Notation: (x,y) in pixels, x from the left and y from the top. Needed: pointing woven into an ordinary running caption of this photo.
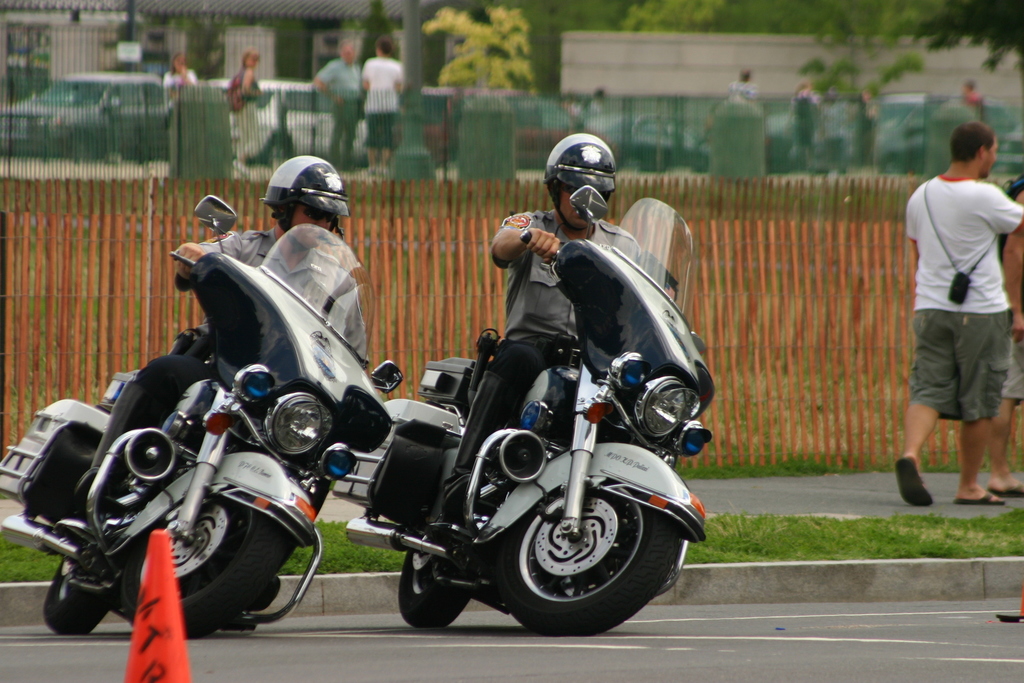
In this image i can see two man (525,353) riding bike (319,416) on the road (399,653), at the right (940,412) i can see a man (926,416) walking, at the back ground (387,62) i can see few persons (369,67) standing, a tree (502,71) and a wall (610,58).
